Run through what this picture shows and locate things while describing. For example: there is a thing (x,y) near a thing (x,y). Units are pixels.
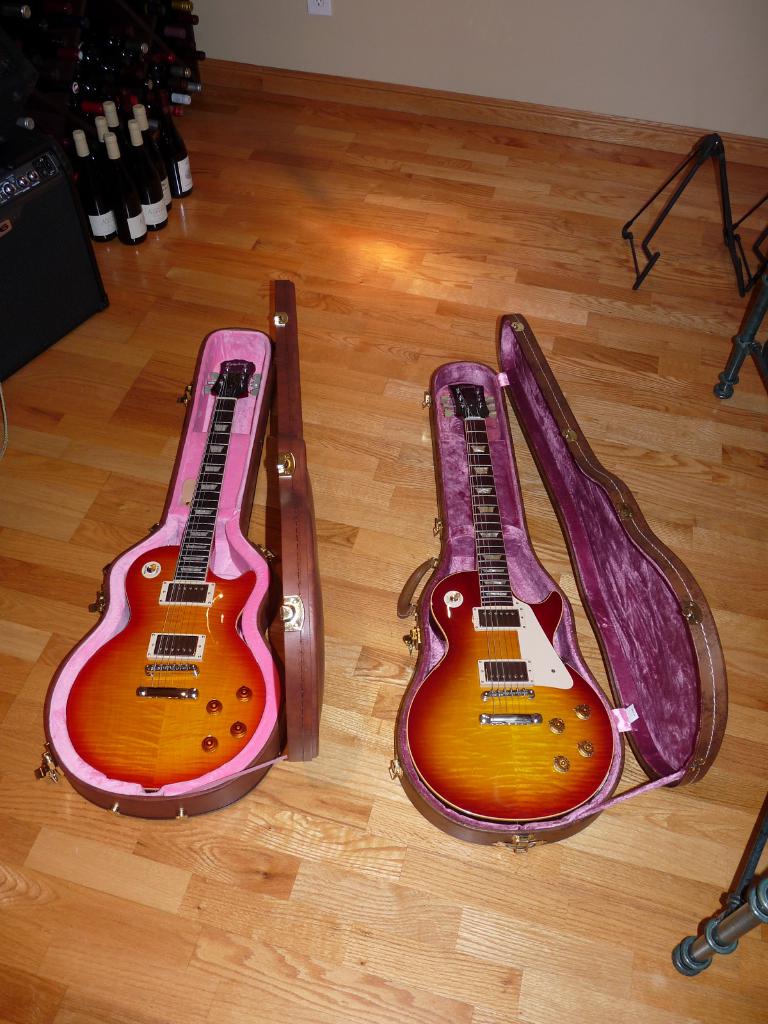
On the background (546,50) we can see a wall (352,28) and a socket (328,10). Here we can see guitars (224,375) on the floor (581,395). These are bottles (133,145) on the floor (121,251).
